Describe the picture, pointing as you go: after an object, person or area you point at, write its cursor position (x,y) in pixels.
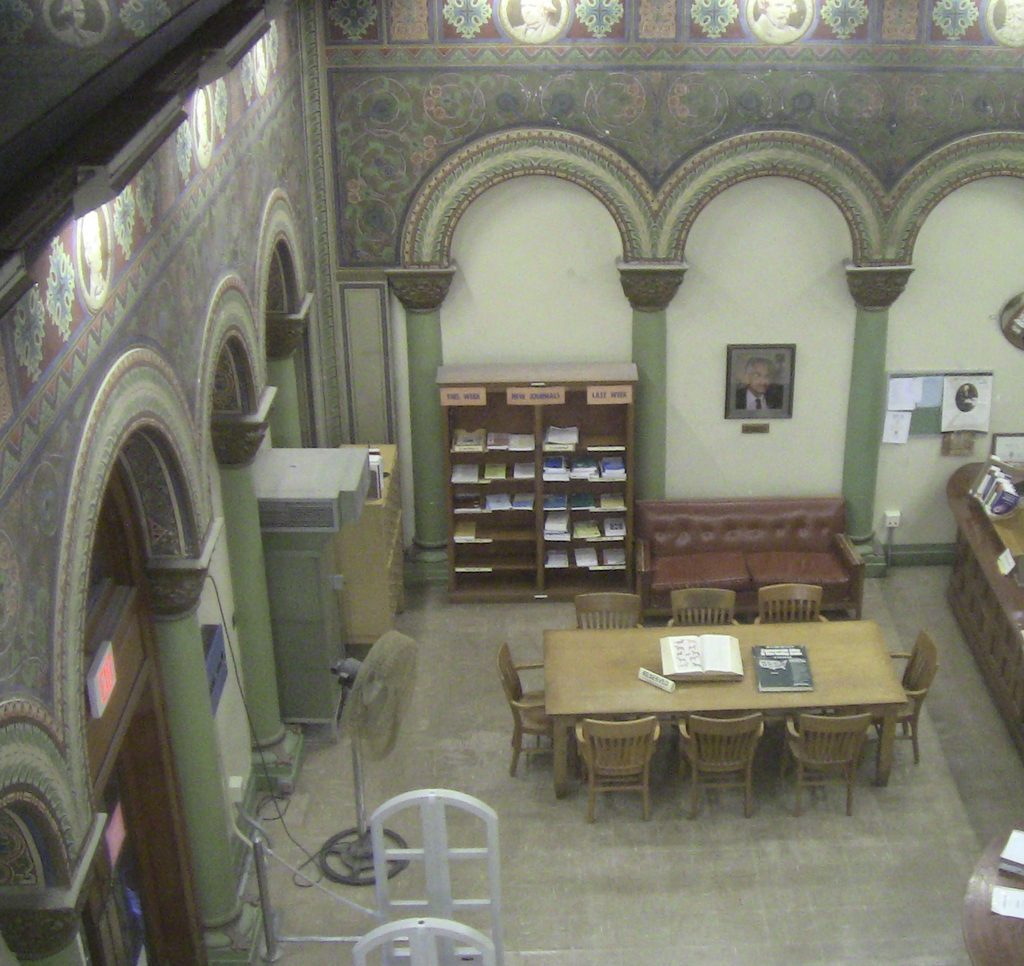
In this image I see a room (114,10), in which there is a table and few chairs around it and there is a rack (506,596) over here and there are books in it. There is fan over here, a sofa (668,583) and there is a frame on the wall (810,337) and there is a notice board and there are few papers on it.
